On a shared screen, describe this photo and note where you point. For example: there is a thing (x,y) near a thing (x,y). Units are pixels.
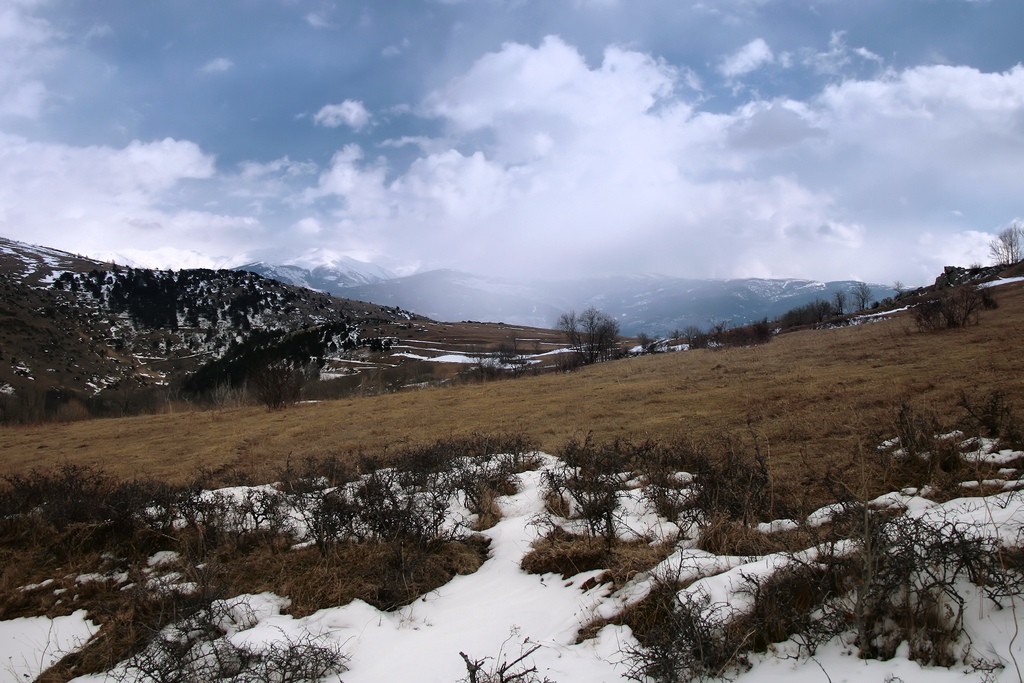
In this image there is a mountain area (749,337) and it is covered with snow (519,595), in the background (195,390) there are mountains (530,283) and sky (311,89).
